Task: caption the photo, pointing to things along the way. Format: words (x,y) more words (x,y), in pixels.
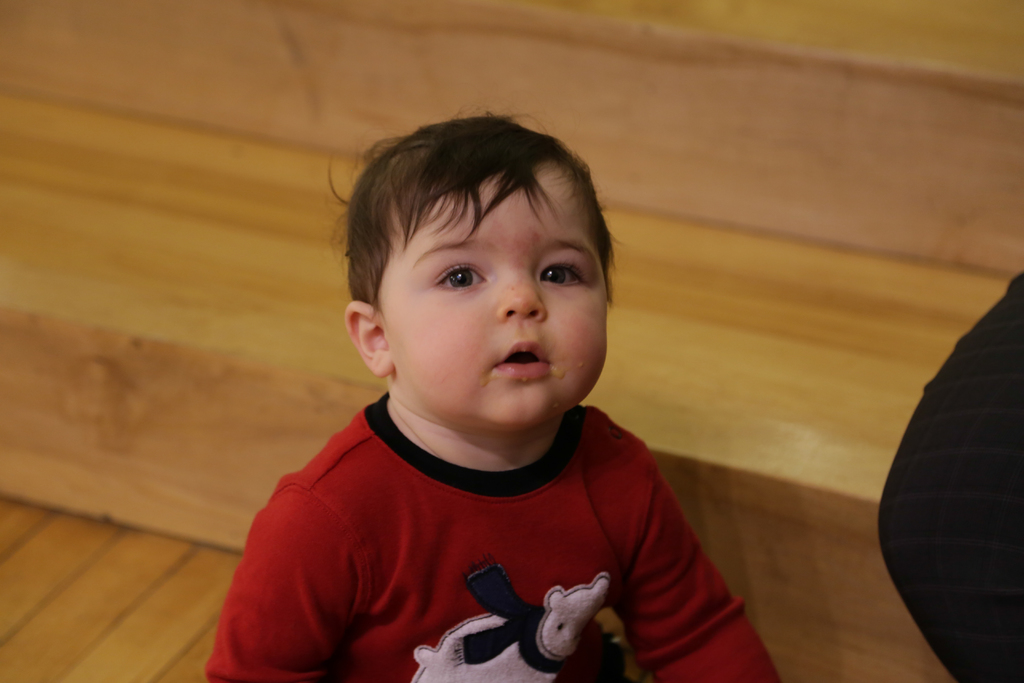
In this picture there is a boy (396,632). In the background of the image (557,115) we can see wooden surface (695,60). On the right side of the image (974,542) we can see black object (970,552).
